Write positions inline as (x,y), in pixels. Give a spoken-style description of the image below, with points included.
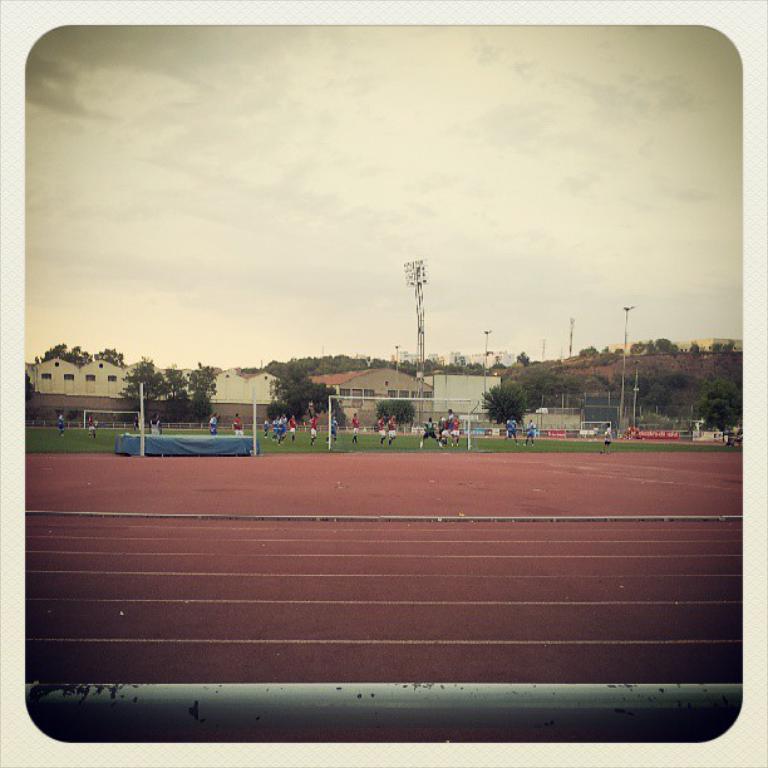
In this image I can see few players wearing different color dresses (293,423). I can see few poles (571,343), boards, trees (522,398), buildings (269,386), windows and the sky (499,165).
